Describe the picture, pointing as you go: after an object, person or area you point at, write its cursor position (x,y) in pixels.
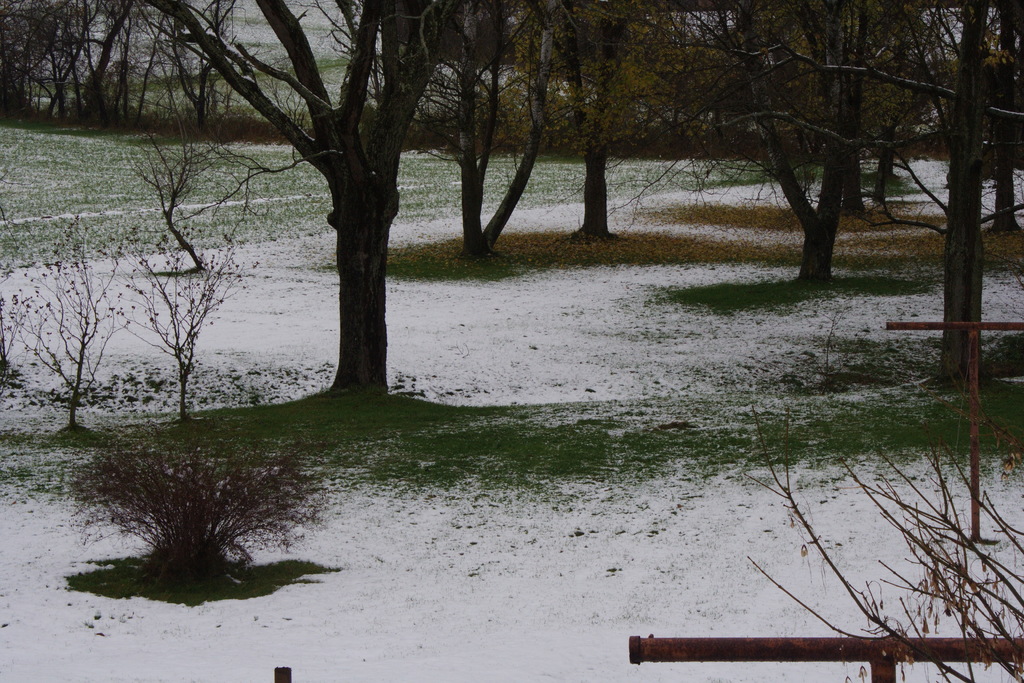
As we can see in the image there are plants (1001,527), trees (866,95) and grass (624,195).
